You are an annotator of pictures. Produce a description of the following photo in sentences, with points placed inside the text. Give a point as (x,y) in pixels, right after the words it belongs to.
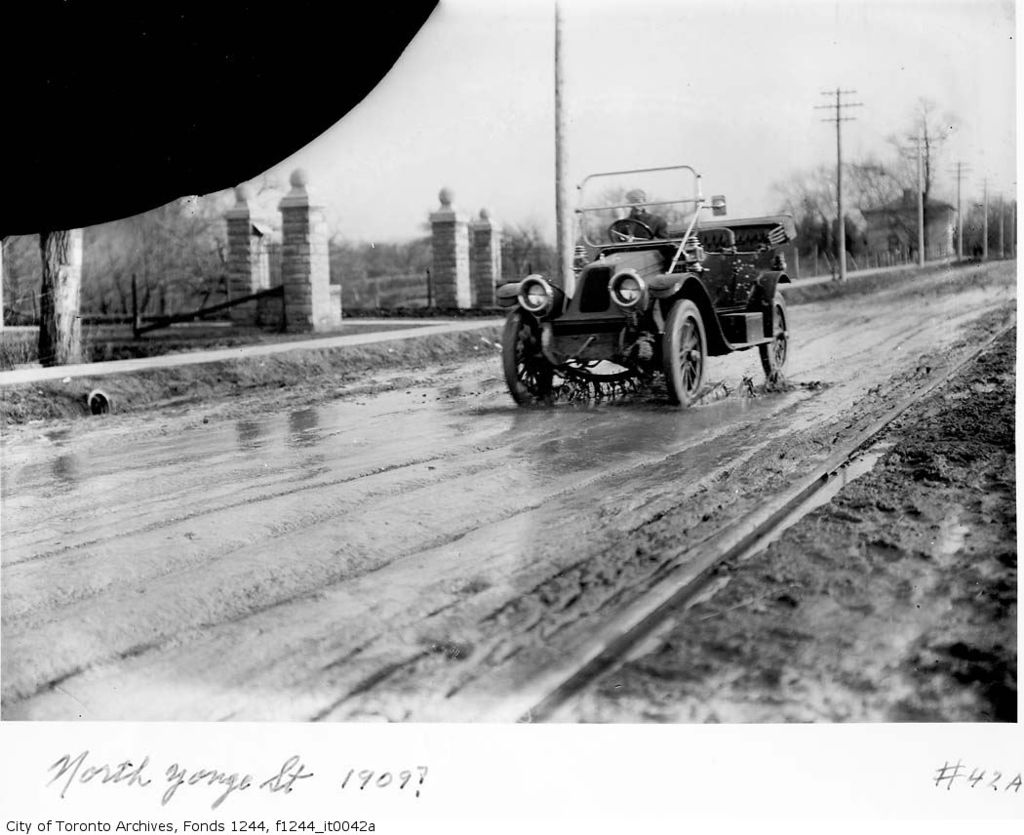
This image consists of a vehicle (695,342). In which we can see a person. At the bottom (361,563), there is a road (510,539). And it looks muddy. In the background (49,293), there are pillars (287,253) along with the trees (167,246). At the top (614,70), there is sky (625,72).
